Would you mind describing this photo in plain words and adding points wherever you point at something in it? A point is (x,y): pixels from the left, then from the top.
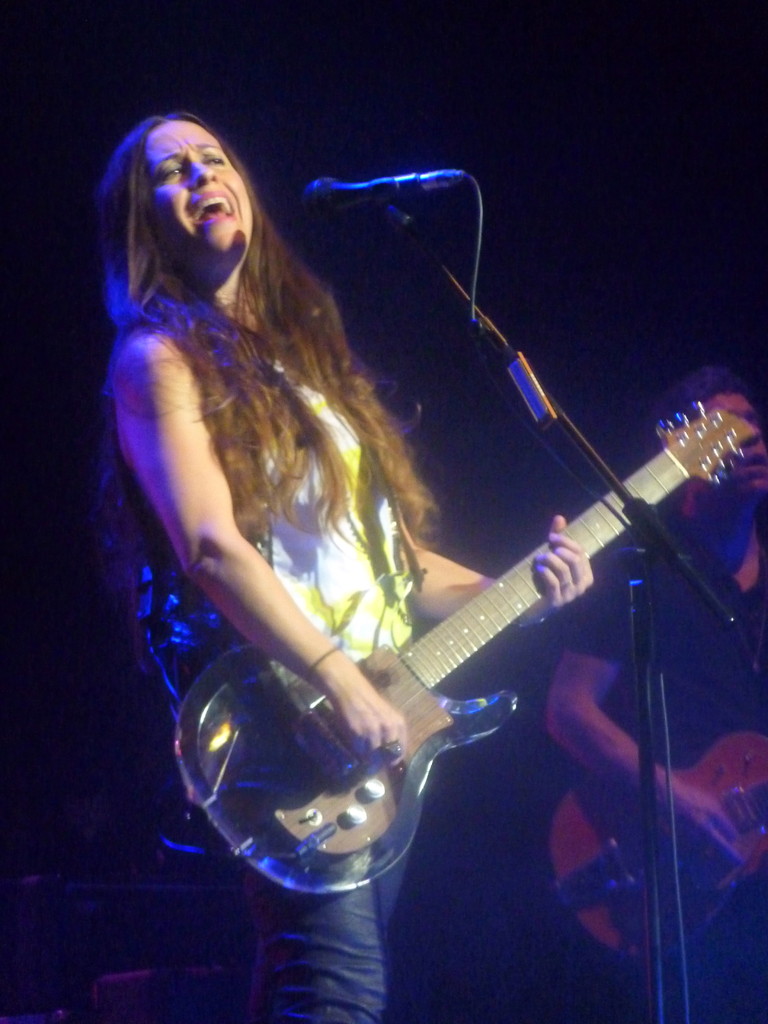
In this picture a lady (300,482) is playing a guitar (318,860) with a mic (385,185) in front of her and in the background (696,933) there is also a guy (614,737) playing guitar (738,775).
